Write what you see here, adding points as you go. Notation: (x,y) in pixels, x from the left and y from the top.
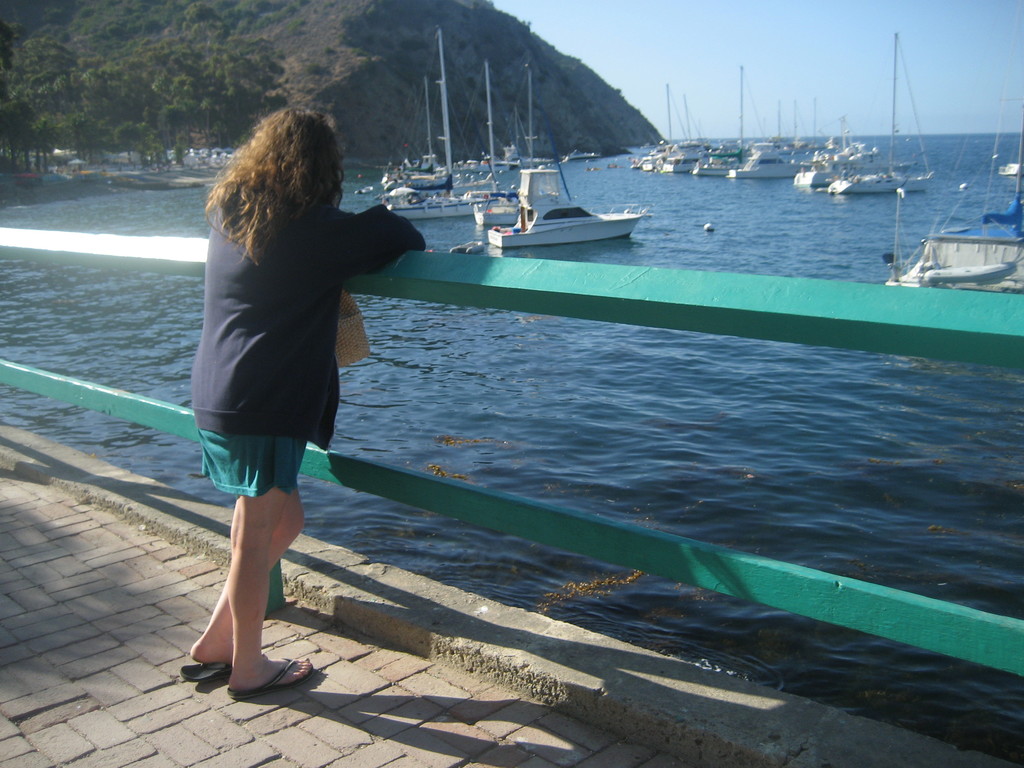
In this image there is a lady (294,366) standing on the path (392,652) and she placed her hands (388,253) on the wooden fence (998,312). In the background (416,208) there are so many ships (602,215) on the sea (617,409), trees (258,69), mountains (413,116) and the sky (724,94).
